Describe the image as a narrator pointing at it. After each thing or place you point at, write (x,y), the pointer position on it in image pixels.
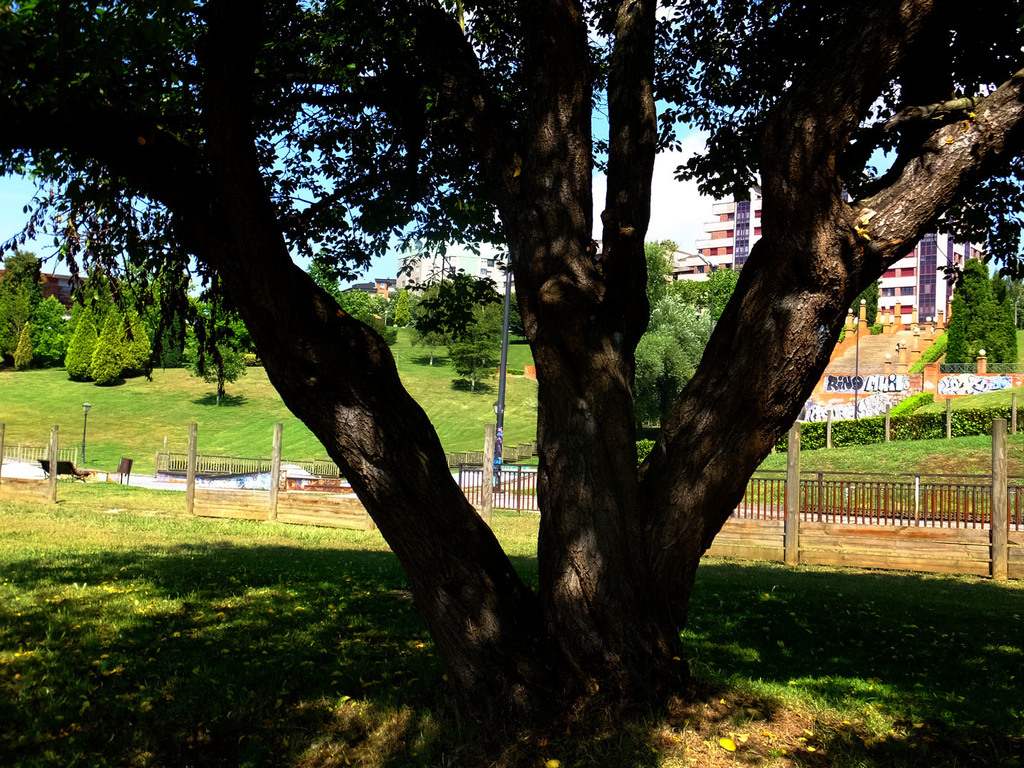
In the image we can see there are many trees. There is grass (195,578), fence (900,503), bench (79,475), wooden pole (193,472), building (906,291), stairs (878,339) and a text (867,378). We can see a cloudy sky (679,205).
